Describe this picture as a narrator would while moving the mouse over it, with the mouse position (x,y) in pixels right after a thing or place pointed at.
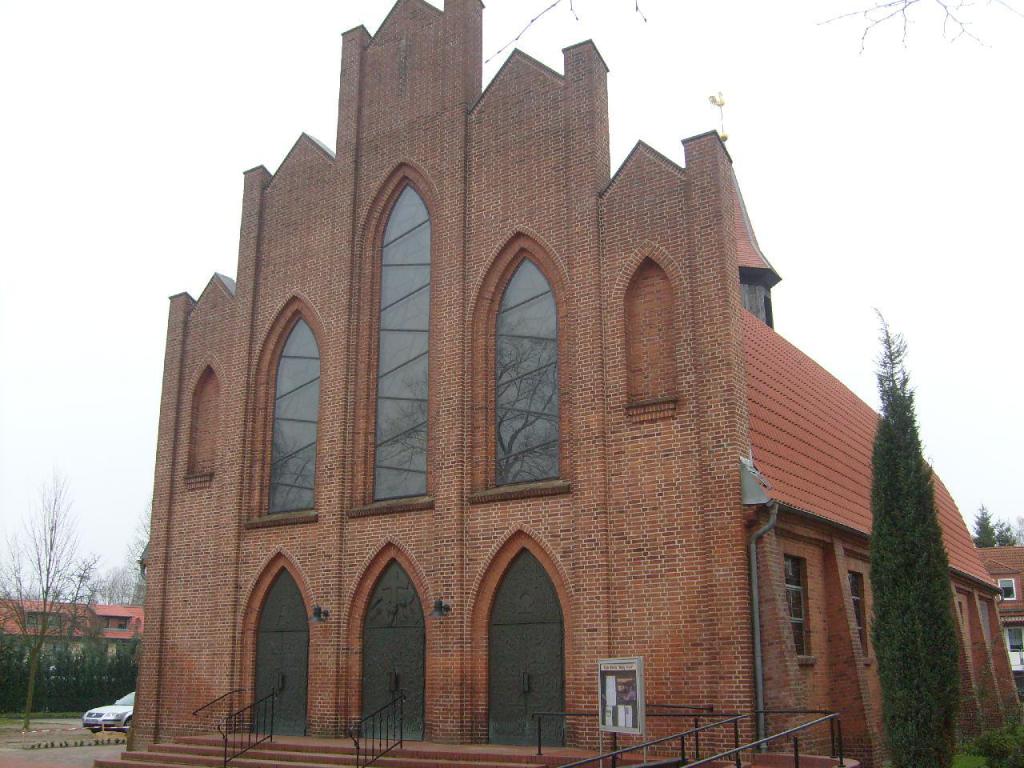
In this image I can see there is a building (450,365), on the background (132,175) there is a sky (157,135) visible and there are some trees (33,682) visible.
